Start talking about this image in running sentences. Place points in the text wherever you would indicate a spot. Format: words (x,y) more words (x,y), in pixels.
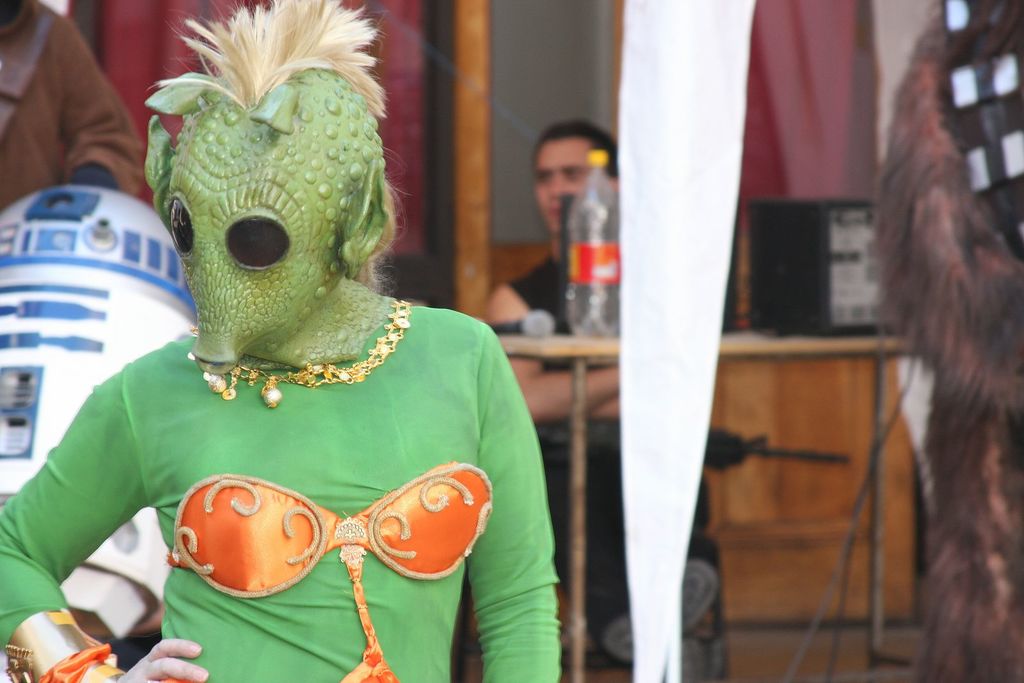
In this picture there is a person (403,470) standing in a green costume (385,493). There is a man (554,370) sitting on the chair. A bottle (581,318), mic (544,327) and a black object (833,308) is visible on the table (857,344).
